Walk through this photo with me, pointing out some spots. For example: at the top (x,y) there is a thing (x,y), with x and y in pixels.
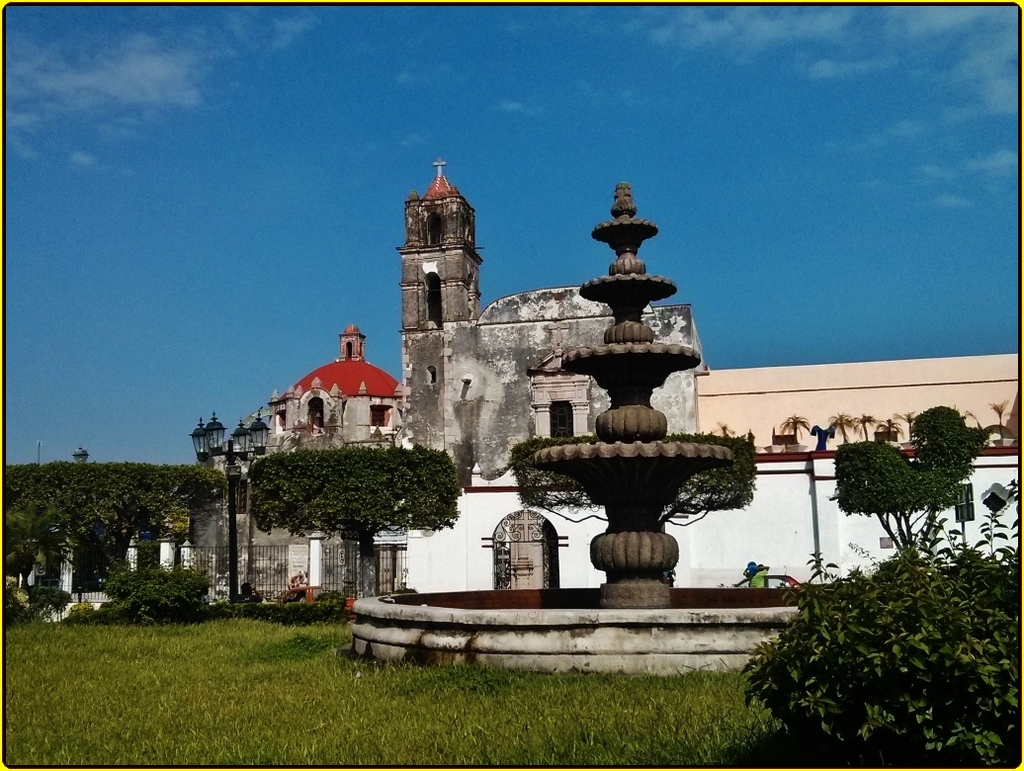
This image looks like a photo frame in which I can see grass (303,657), house plants (244,610), fountain (679,602), trees (336,530), fence (320,555), buildings (409,536), church (336,416), lamps (200,434) and the sky (180,396).
